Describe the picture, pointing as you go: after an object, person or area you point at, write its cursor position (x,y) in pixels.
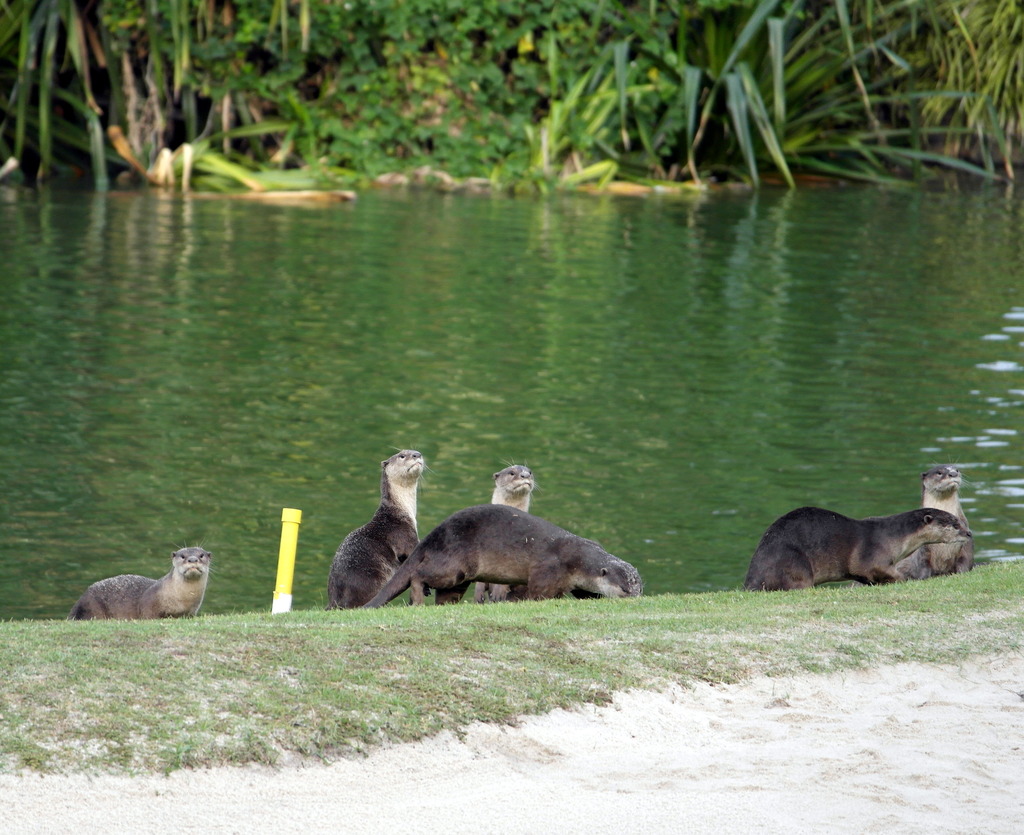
In the foreground of this image (576,592), there are otters (487,596) on the grass (348,620) and in the background (313,350), there is water (453,196), plants (458,115) and trees (456,64).
